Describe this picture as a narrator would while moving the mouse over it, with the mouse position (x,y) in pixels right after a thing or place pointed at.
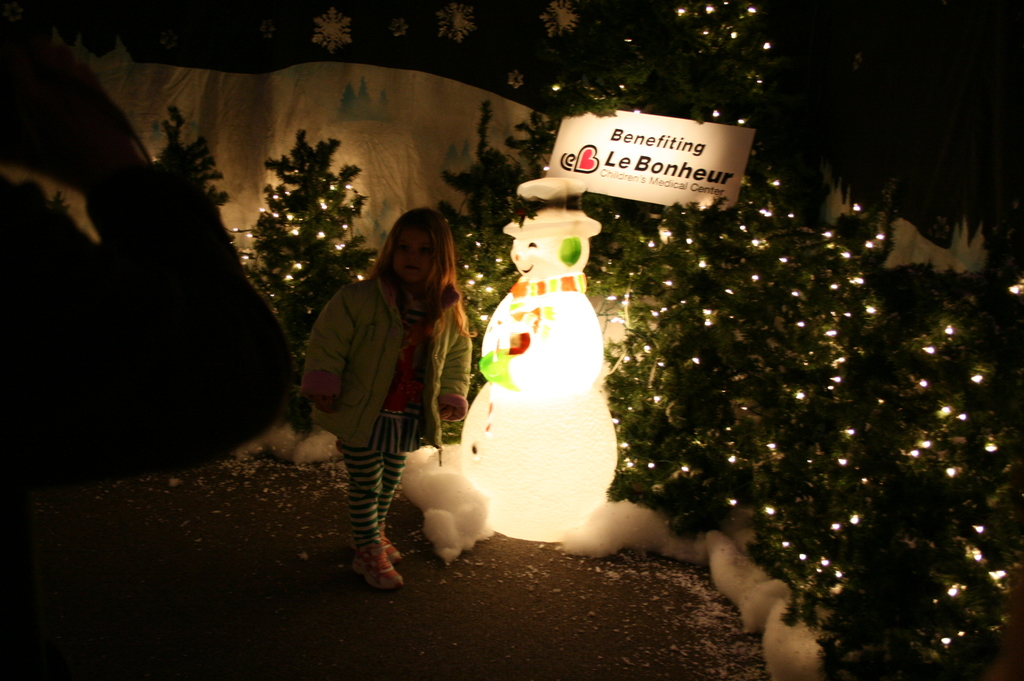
In this image we can see a child (386,390). Near to the child (464,382) there is a snowman (520,349) with light (540,349). In the back (456,242) there are trees (698,366) with lights (709,319). Also there is a board (635,168) with something written. And there is cotton (806,655). On the left side (112,319) we can see hand (84,317) of a person (103,327).
